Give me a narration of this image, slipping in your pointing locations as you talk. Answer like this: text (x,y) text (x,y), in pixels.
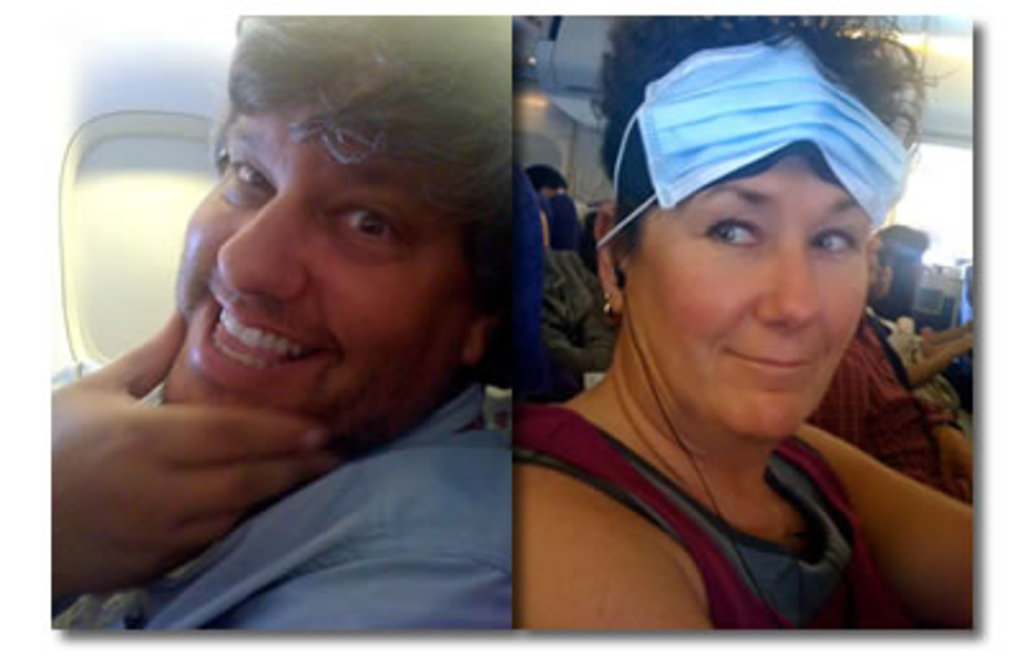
It is a collage image. In this image there are people (741,507) sitting on the aeroplane (944,198). On both right and left side of the image (142,249) there are windows (908,220).
